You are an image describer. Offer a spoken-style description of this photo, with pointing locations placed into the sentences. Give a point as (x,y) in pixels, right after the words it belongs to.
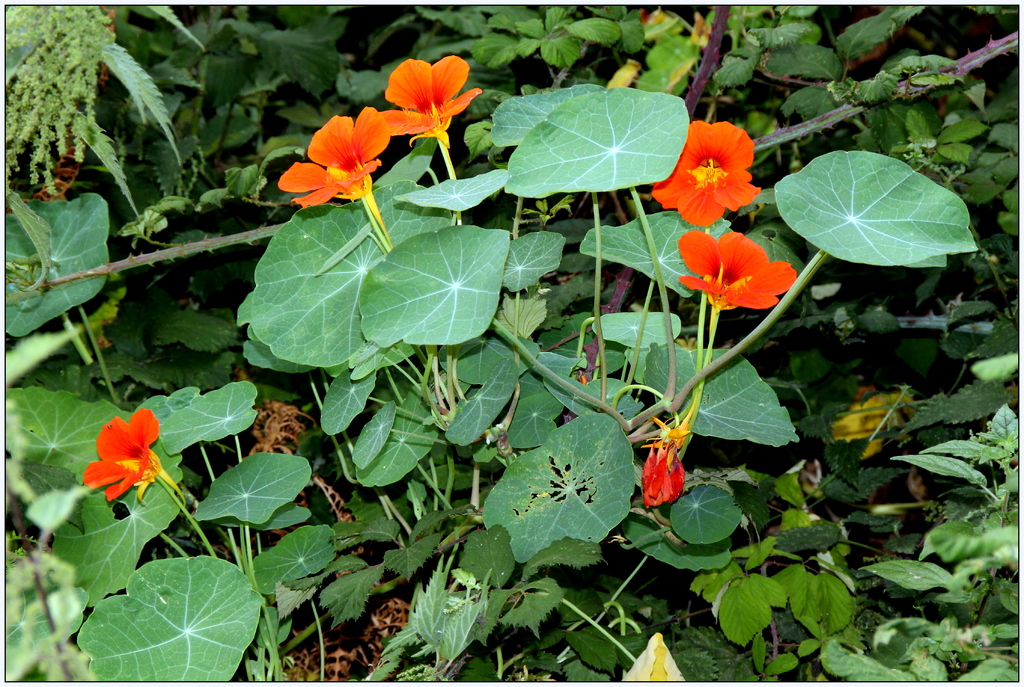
In this picture we can see green leaves (650,159), stems (440,440) and orange flowers (438,128).
